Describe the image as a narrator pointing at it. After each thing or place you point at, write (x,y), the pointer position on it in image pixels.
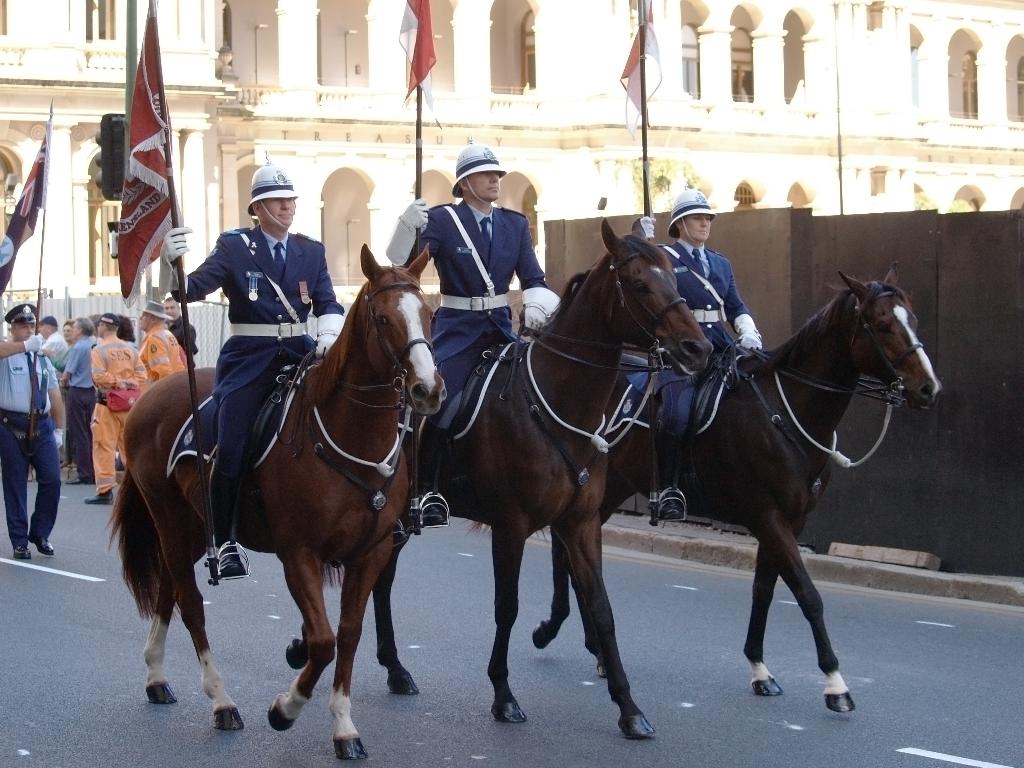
In this picture we can see three horses (467,515). We can also see there are three people (516,242) sitting on each horse (424,370). These three people (298,289) are holding a flag (139,110) with their hands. In the background (359,56) we can see a building (299,79) and few people (104,354). Among them one person (17,356) is holding a flag (27,205). We can also see there is a wall (826,226).
